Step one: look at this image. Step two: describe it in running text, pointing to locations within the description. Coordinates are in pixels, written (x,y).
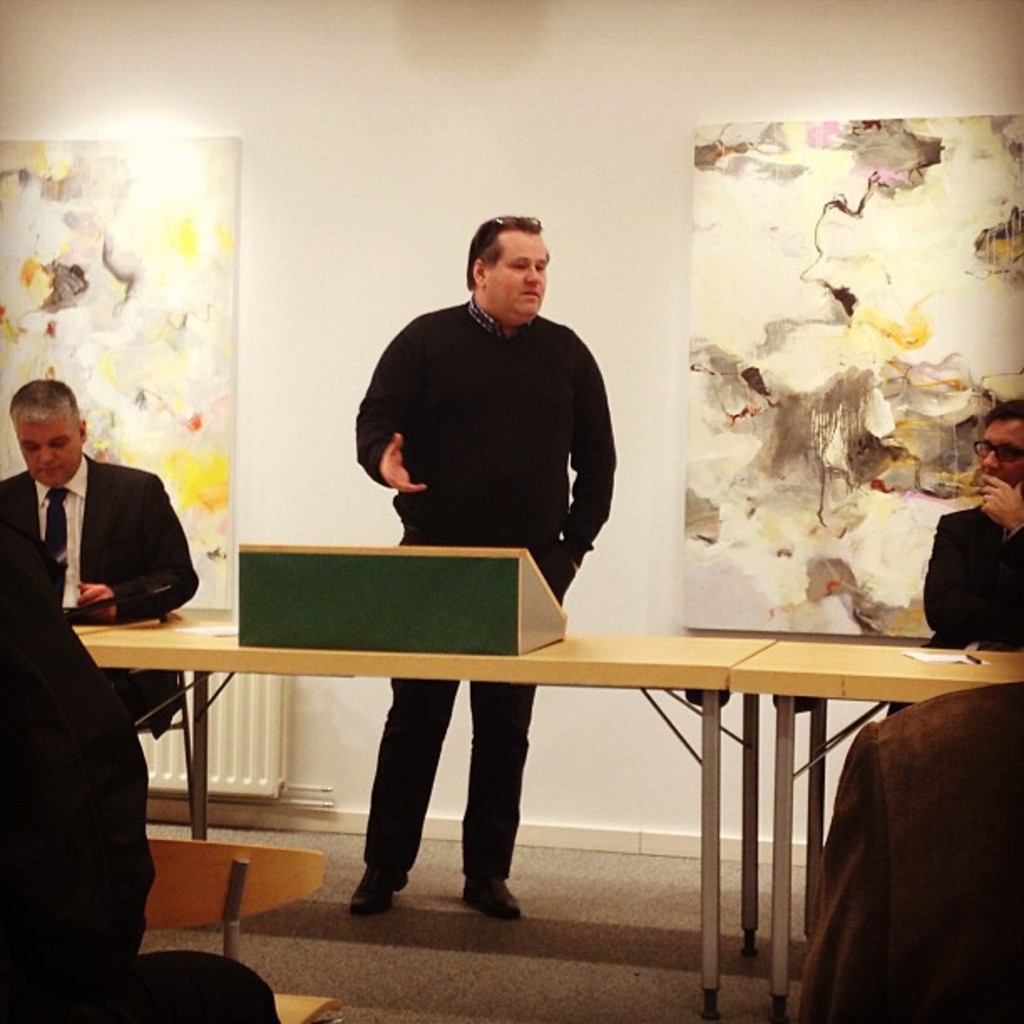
In the picture we can find three persons (519,473). One man (565,456) is standing and another man (37,397) is sitting on the left hand side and other man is sitting on right hand side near the table (326,665). In the background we can find a wall (689,137) with some designs (755,484) and paintings (742,488). The man (54,407) who is sitting is wearing a blazer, tie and shirt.
